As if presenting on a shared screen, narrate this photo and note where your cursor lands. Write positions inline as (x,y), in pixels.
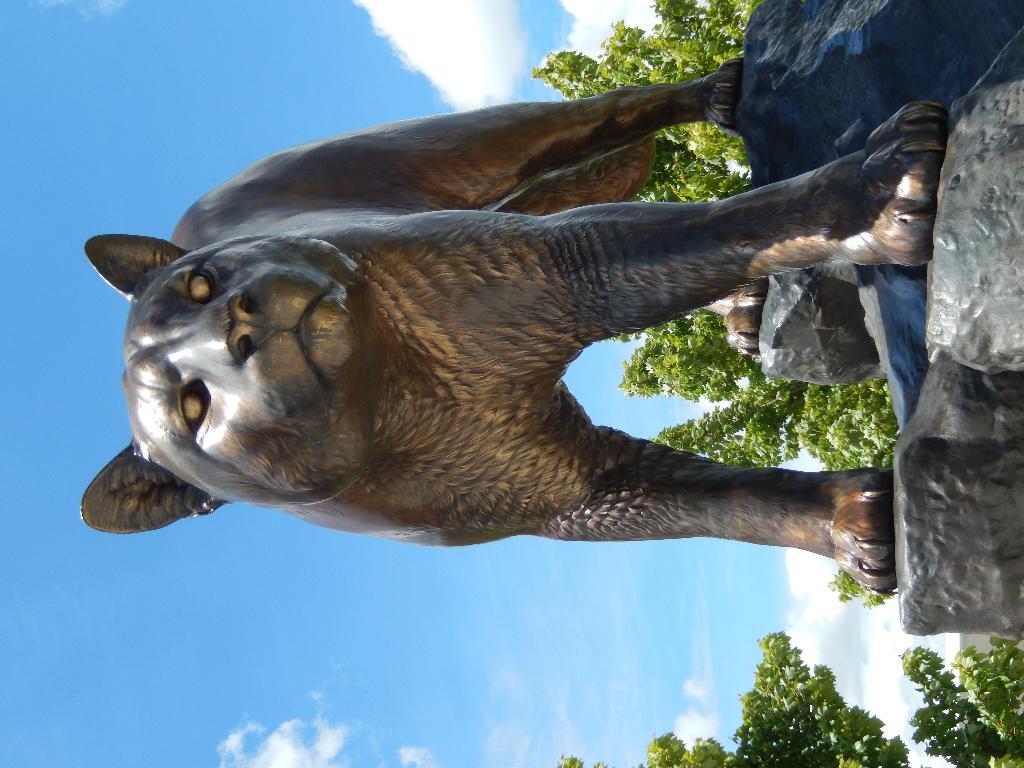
In this image we can see a sculpture (538,389) on the rocks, there are some trees (597,76) and in the background (158,214) we can see the sky (279,148) with clouds (454,60).
